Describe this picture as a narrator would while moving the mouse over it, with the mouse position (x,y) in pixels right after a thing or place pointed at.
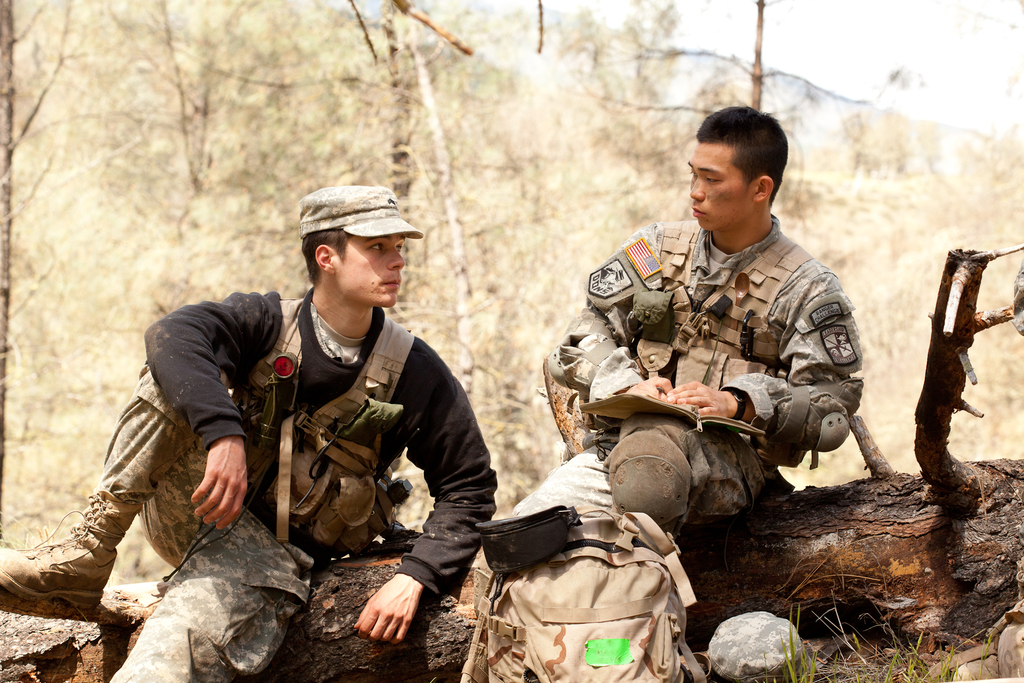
In this image I can see two persons (463,473) are sitting on a tree trunk (711,529), bag (675,557) and some objects (513,557). In the background (407,185) I can see grass (96,435), stones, trees (443,237) and the sky (812,74). This image is taken may be in the forest (856,153).
